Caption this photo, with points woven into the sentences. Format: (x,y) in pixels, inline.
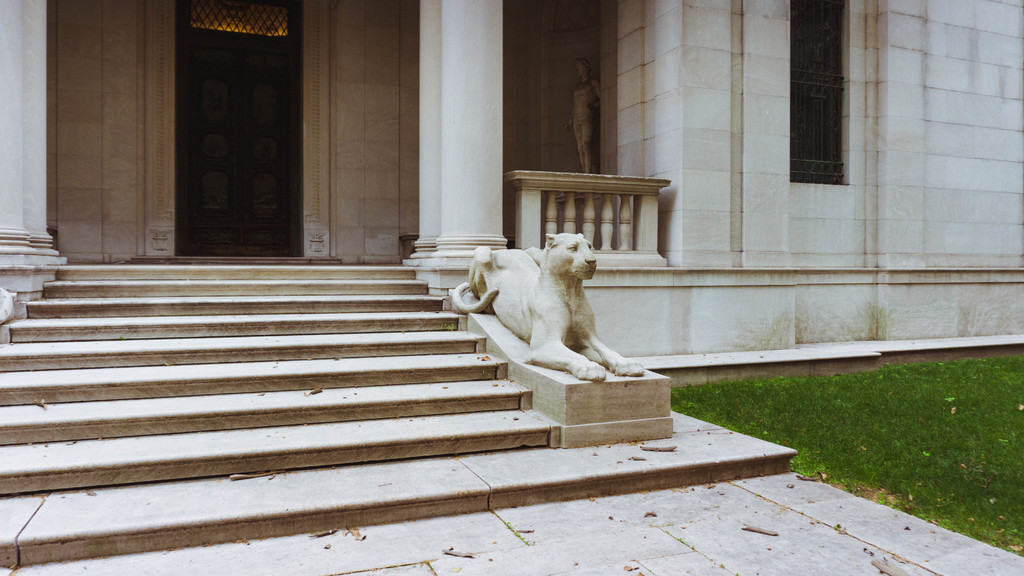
In the center of the image (505,219) there is a building (710,86). At the bottom (251,451) we can see sculpture (525,329) and stairs (324,424). On the right (863,488) there is grass (906,446).
